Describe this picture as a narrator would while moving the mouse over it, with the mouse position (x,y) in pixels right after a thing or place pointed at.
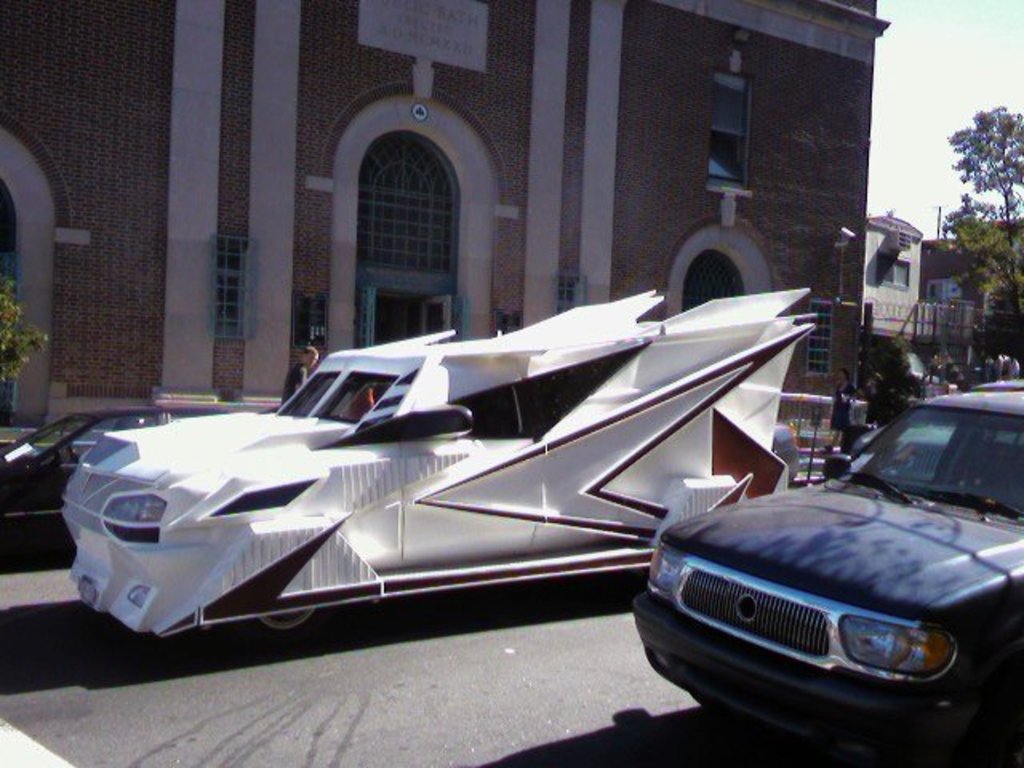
In the foreground of the image (724,638) we can see vehicles (875,648) parked on the ground (604,652). In the center of the image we can see people (847,416) standing. In the background (223,379), we can see buildings (479,267) with windows (450,191), trees (979,261), board (453,36) with some text (436,33) and the sky (1004,67).
